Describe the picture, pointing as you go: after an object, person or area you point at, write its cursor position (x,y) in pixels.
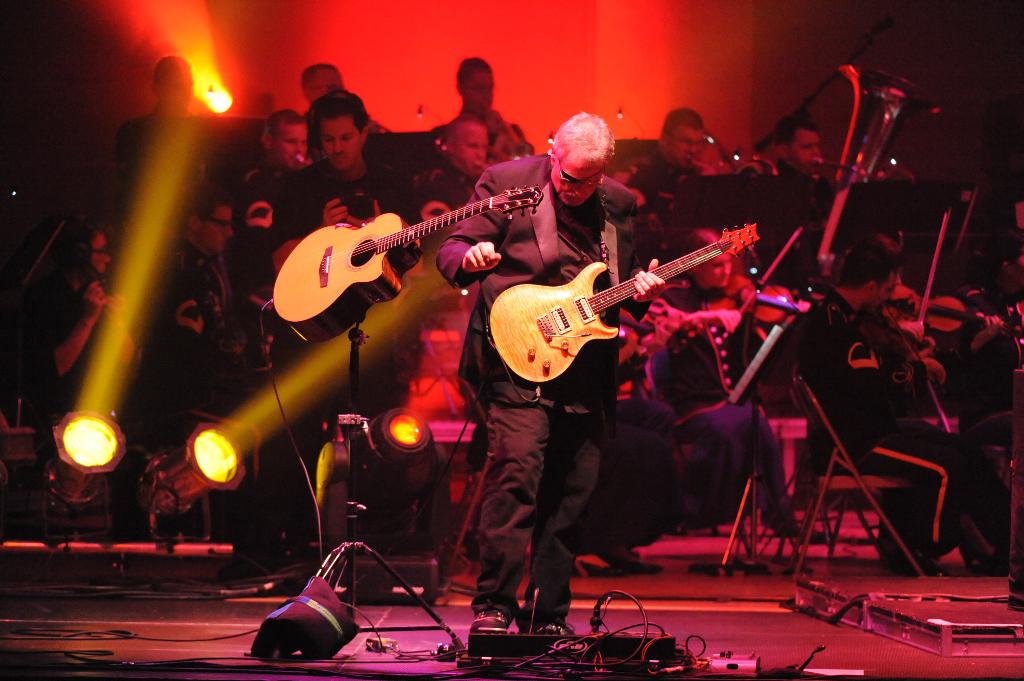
In the image we can see a person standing and holding guitar (705,252). In the bottom (284,637) we can see bag (320,646) and wires (672,632). And back there is a wall (699,29) and lights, chairs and few musical instruments (385,244).
